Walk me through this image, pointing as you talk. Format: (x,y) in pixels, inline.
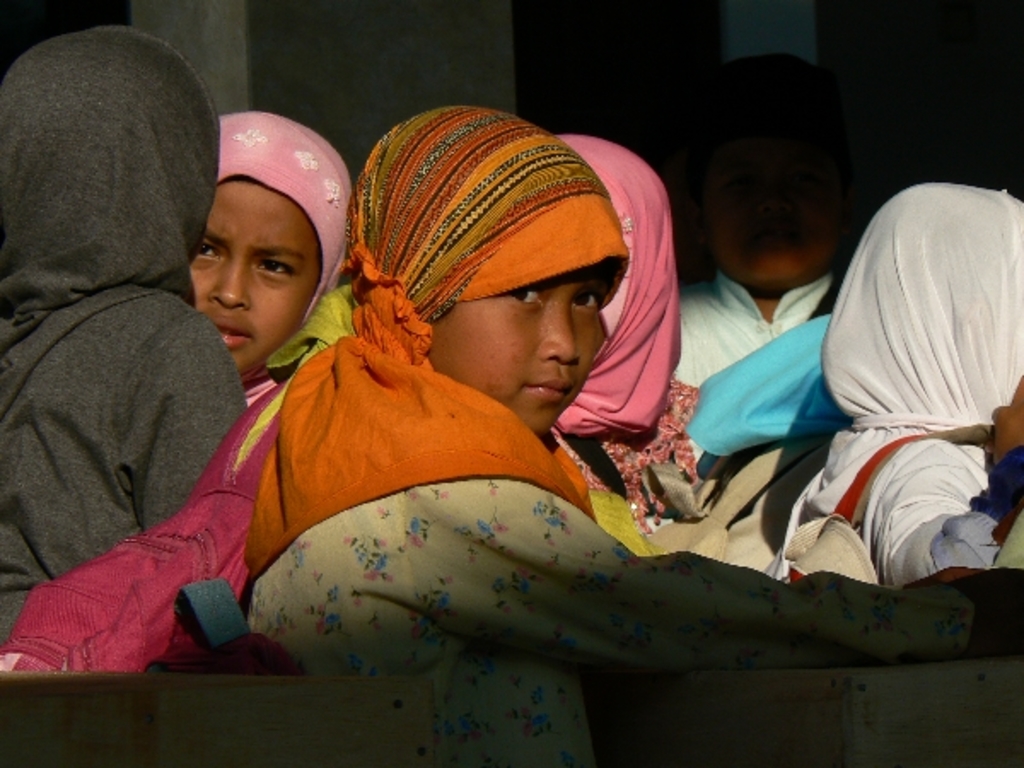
In this picture I can see there are few kids (395,197) and they have head wear (508,155) and there is a wall (448,82) in the backdrop (556,82), it is dark.
